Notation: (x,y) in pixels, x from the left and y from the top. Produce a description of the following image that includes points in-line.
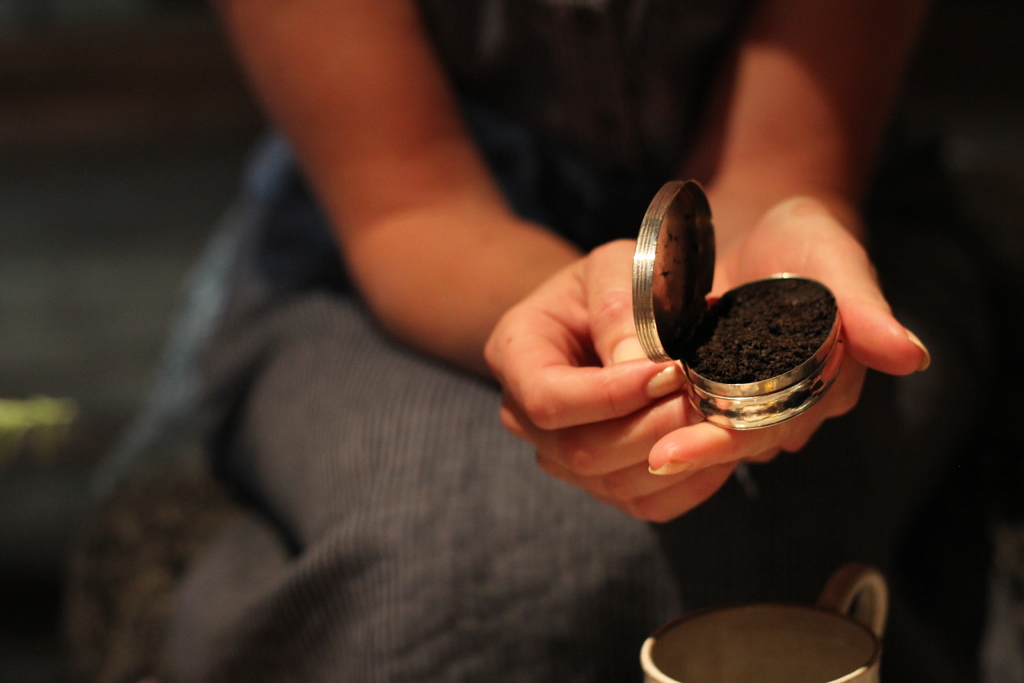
In this image there is a woman (356,326) who is holding the small box (703,321). In the box (688,323) there is black colour powder (759,314). At the bottom (765,638) there is cup (741,644).
